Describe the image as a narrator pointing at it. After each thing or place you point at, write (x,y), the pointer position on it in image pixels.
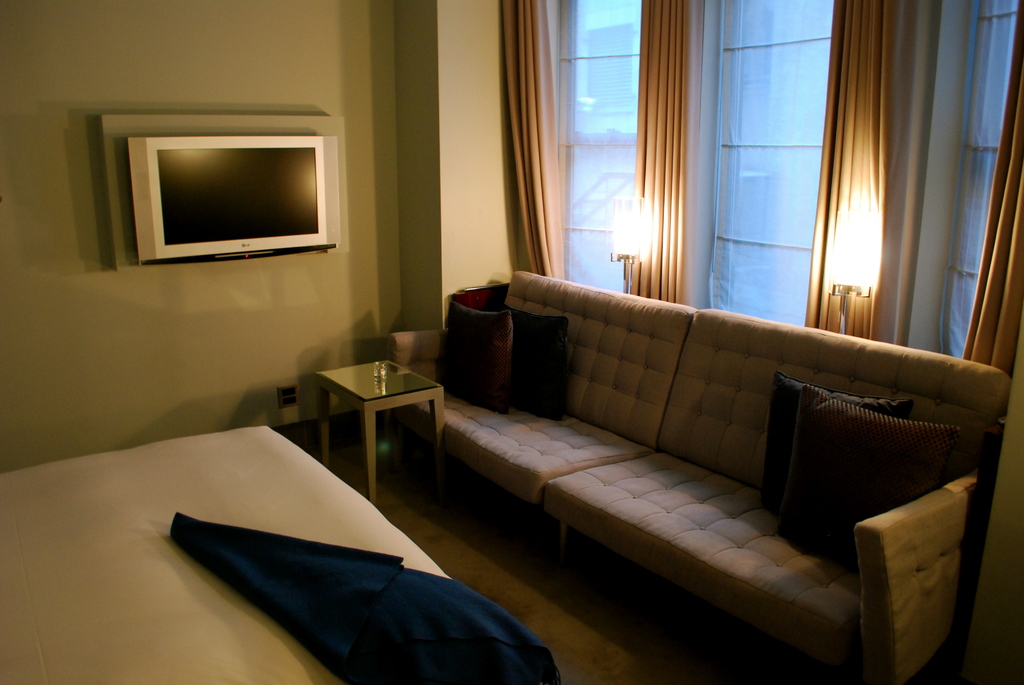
In this image we can see inside of a house (528,540). There are few curtains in the image. There are few couches (654,467) and pillows (798,459) in the image. We can see a television (253,202) on the wall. There is a bed (177,462) and a blanket (303,582) at the left side of the image (164,473). There is a glass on the table (371,403).
